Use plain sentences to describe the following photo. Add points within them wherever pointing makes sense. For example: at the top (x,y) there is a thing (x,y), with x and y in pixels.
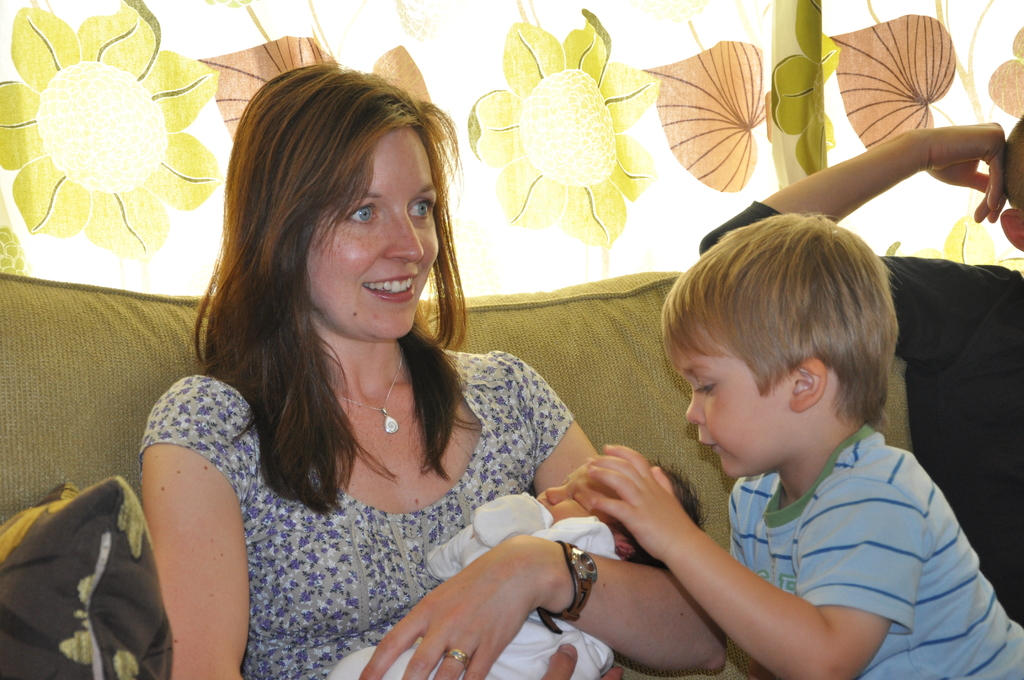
In this image we can see a lady (326,434) wearing neck chain (394,379), watch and ring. She is holding a baby (573,504). Near to her there is a child (790,486) and a man (940,367). They are sitting on a sofa (116,363). Also there is a pillow (105,518). In the back (180,97) there is curtain (772,96).
